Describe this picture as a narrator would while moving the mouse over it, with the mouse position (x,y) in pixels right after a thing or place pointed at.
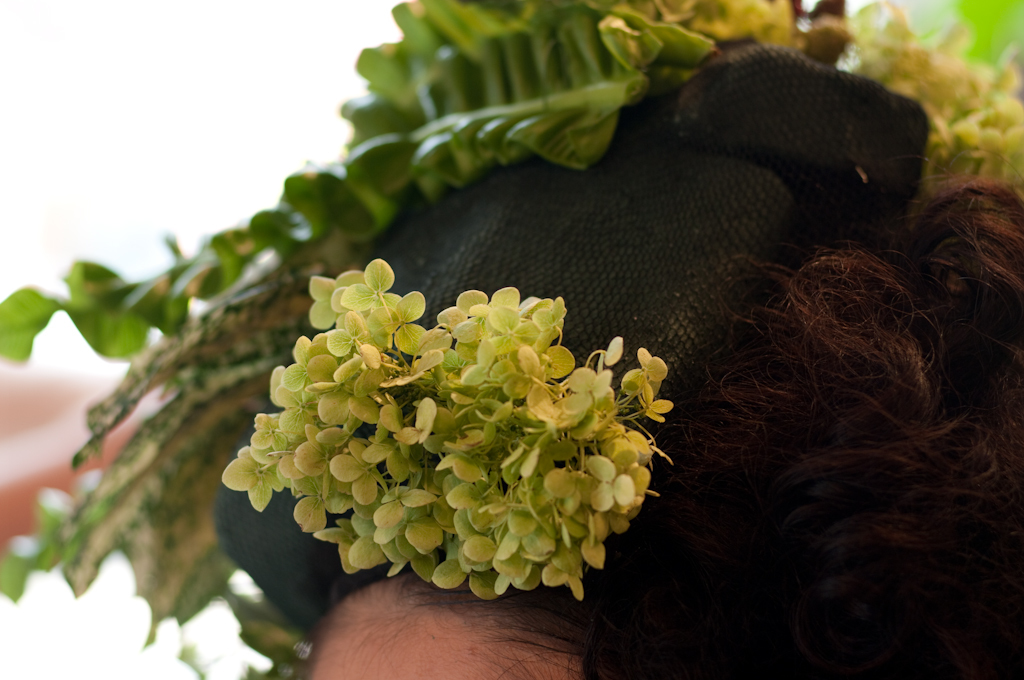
In this image we can see a human head (826,589). On the head (713,396), we can see a cap (734,291), hair (811,566) and leaves (487,107).
